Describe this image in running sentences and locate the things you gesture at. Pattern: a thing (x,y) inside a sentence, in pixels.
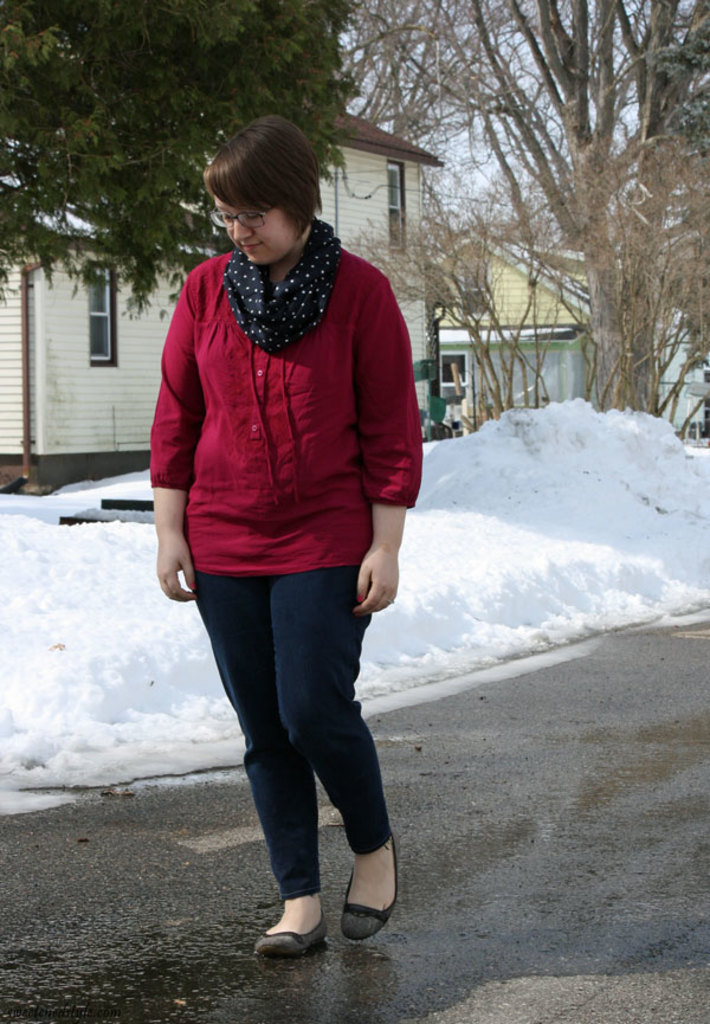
In this image I can see a woman (282,488) is standing. The woman (308,620) is wearing a scarf (276,338), red color top (241,488) and pant (305,765). In the background (452,167) I can see houses (500,288), trees (489,289), snow (563,436) and the sky (446,174).
